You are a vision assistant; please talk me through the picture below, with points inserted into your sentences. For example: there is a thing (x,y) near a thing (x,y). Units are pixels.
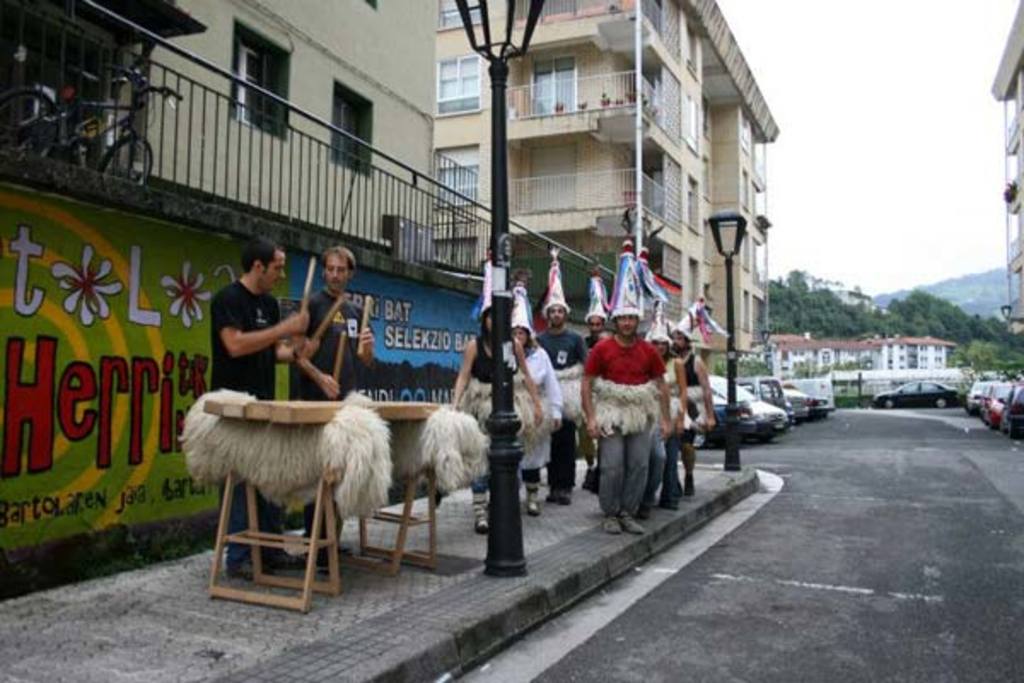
In this image there are clothes (327,456) on the table (322,495). Behind the table (297,408) there are two people (268,381) holding the sticks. There are a few people (535,402) wearing caps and there are standing on the pavement (587,540). There are cars (1020,417) on the road (782,592). There are light poles (502,445). There is a painting (145,399) on the wall (388,306). On the left side of the image (134,159) there is a cycle (95,122). There is a railing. In the background of the image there are buildings (893,360), trees (964,349), mountains (986,280). At the top of the image (894,99) there is sky (877,152).
